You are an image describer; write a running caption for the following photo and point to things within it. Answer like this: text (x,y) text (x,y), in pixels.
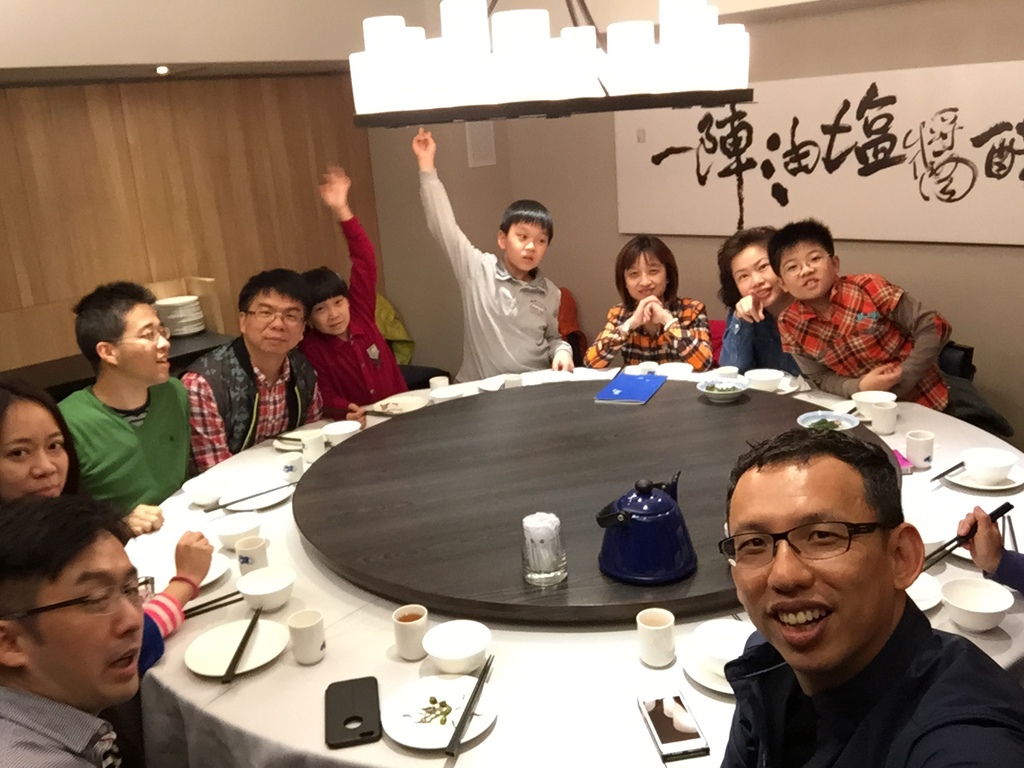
Here in this picture we can see children (819,355) and people (116,446) sitting on chairs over there with table (744,618) in front of them and on that table (566,718) we can see plates (478,707), chopsticks (480,682) and bowls (460,644) and glasses (422,608) present all over there and at the top (724,58) we can see a chandelier (512,95) present and on the wall (612,119) we can see a board (889,79) present with something written on it over there.
